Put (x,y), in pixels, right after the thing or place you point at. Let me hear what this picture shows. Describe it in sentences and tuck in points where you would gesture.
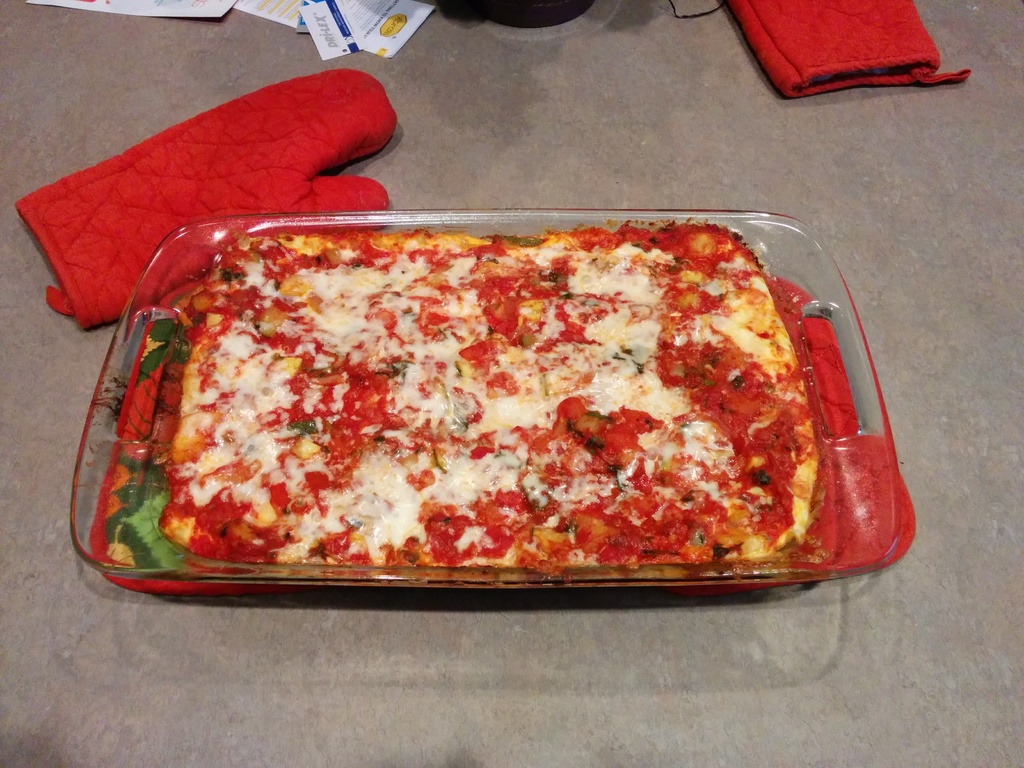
In this image there is a tray (481,449) having some food (347,342). Tray (346,442) is kept on the countertop (772,143) having few gloves (796,8), papers (385,40) and an object (523,8) on it.
